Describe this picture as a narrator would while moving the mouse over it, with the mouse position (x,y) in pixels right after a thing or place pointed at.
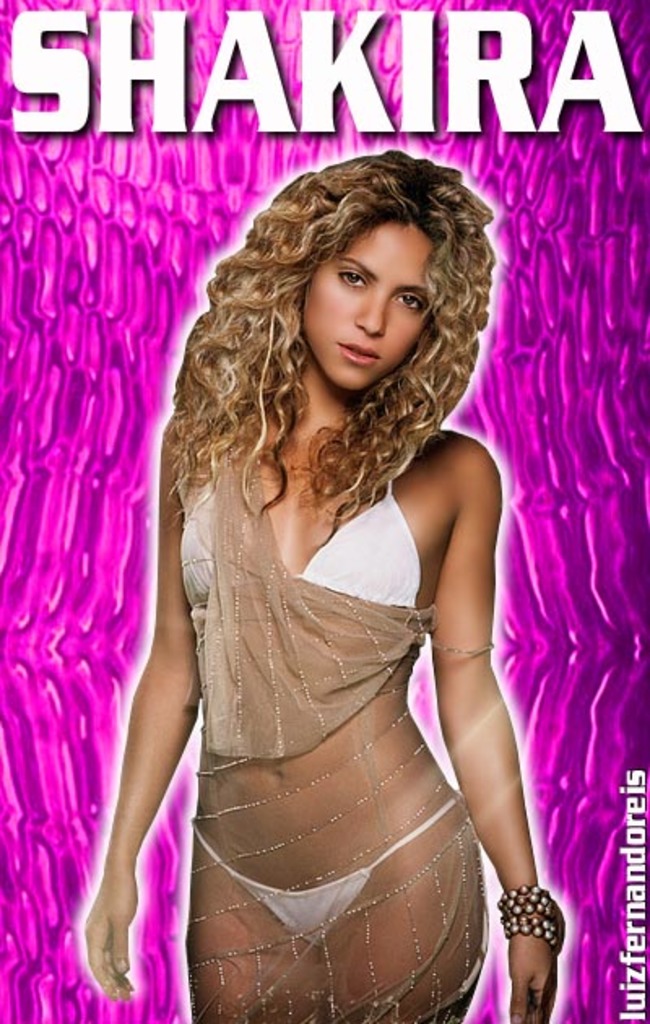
In this image I can see a woman (368,657). The background (43,805) is in pink color. At the top of the image (239,43) I can see some text (614,93).
